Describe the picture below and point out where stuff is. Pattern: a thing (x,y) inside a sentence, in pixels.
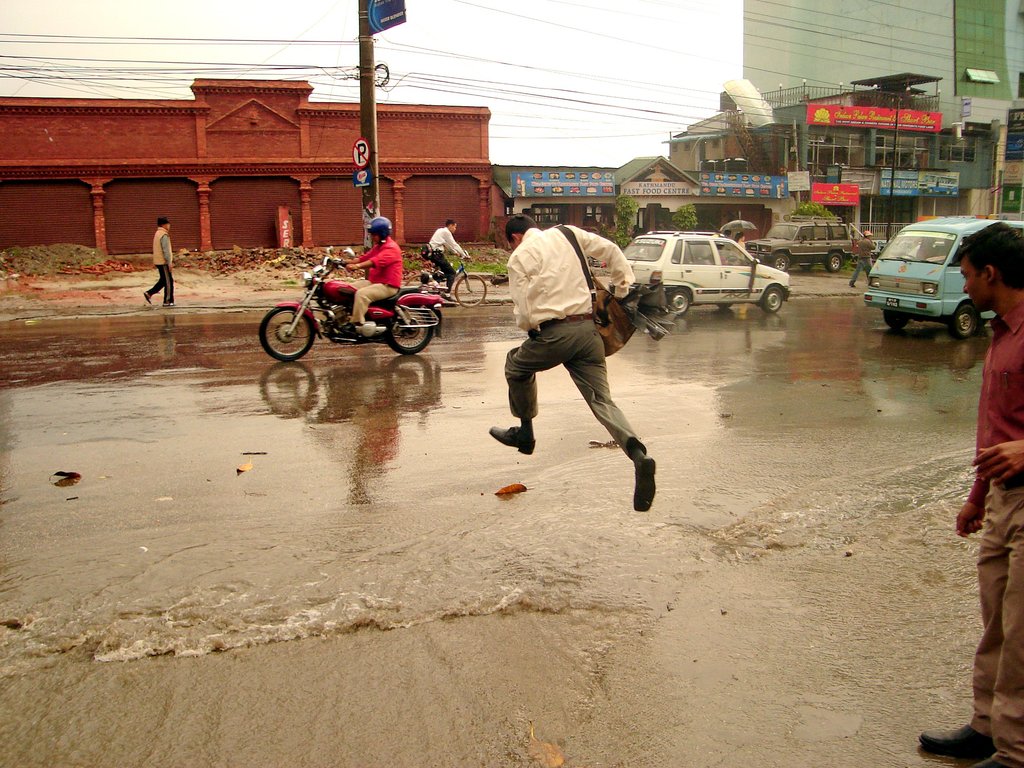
In this image I can see a person (545,237) is jumping into the water (536,497). He is wearing a white shirt (595,237), pant (570,346) and shoes (646,482). On the road (387,524) there is a person (383,284) riding the motorbike (287,328) and he is wearing the helmet (384,221). To the side there are many vehicles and a person (973,513) is standing on the road (546,636). In the back (655,185) there are shops (863,183) and some boards (867,119) are attached to them. I can see a current pole (368,215) and a brown wall (249,114). There is a sky (568,64) in the background (646,122).
